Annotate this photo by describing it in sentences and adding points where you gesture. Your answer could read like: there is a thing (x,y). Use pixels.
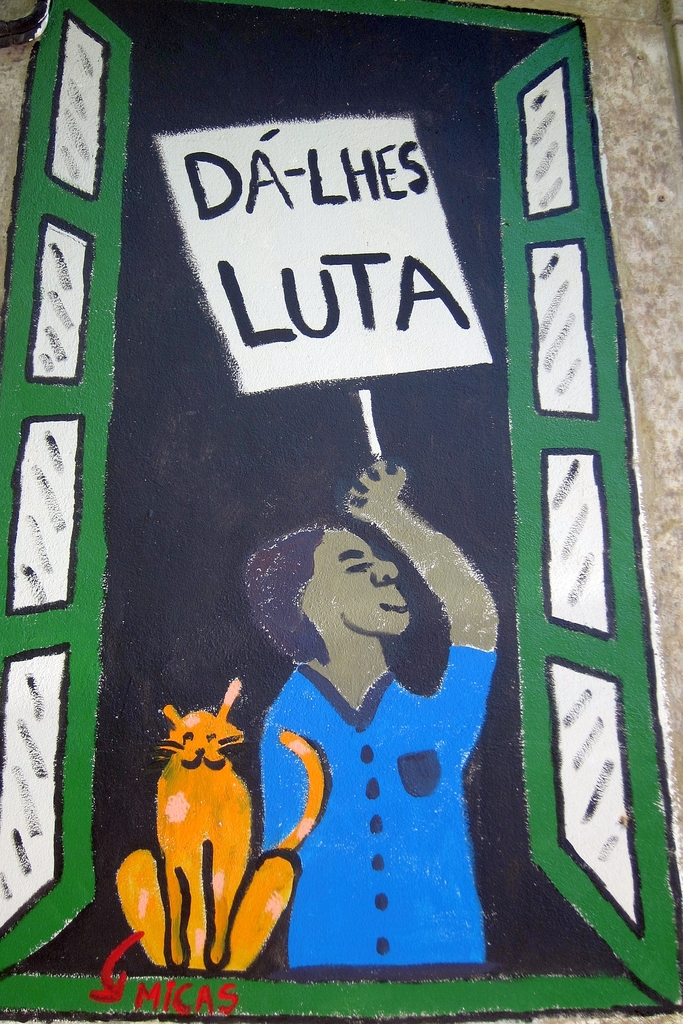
In this image I can see it looks like a painted image, there is a person (464,712) and an animal (318,816).
